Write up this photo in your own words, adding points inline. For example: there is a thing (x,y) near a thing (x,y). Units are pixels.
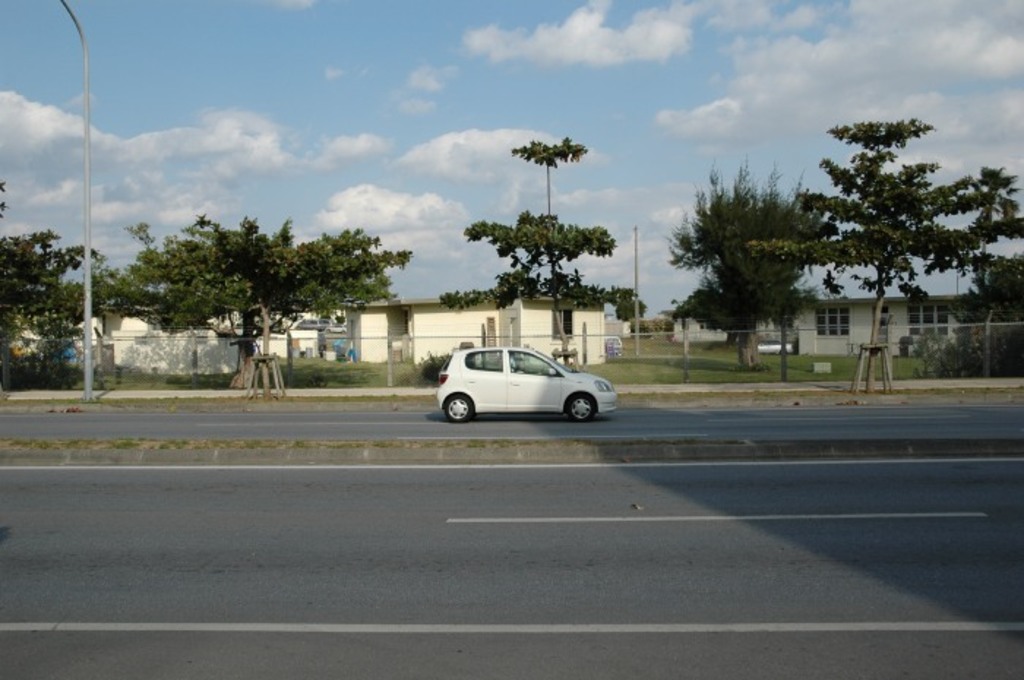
In this image I see the roads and I see a car (496,375) over here and in the background (469,333) I see number of trees (564,291) and number of buildings (567,309) and I see the grass (667,347) and I see the cloudy sky (588,164) and I see a pole (85,46) over here.
